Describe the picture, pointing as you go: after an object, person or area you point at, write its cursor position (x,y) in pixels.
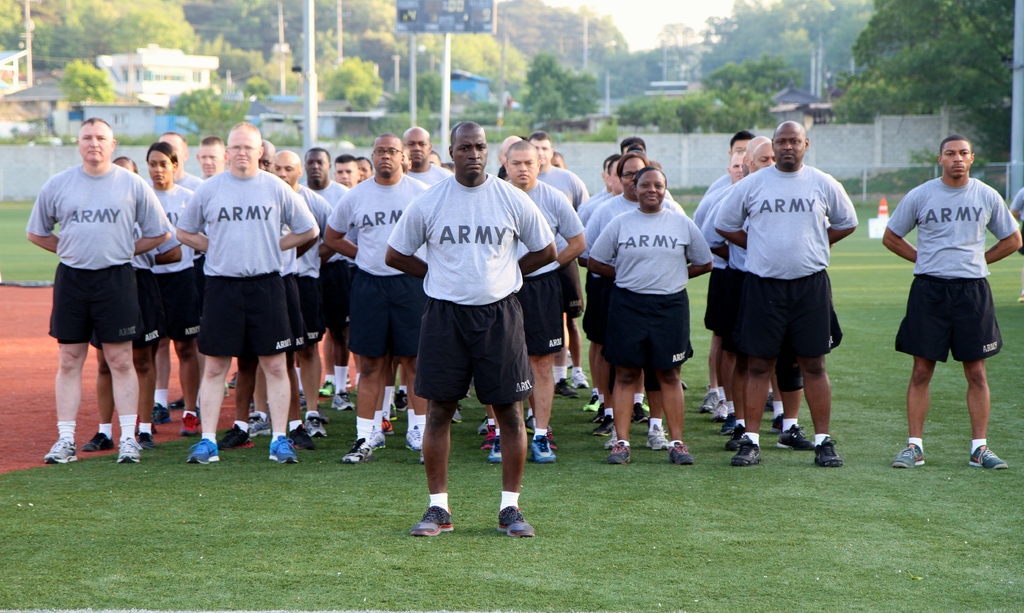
In this image we can see many people (446,277). There are few buildings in the image. We can see the sky (648,31) in the image. There are many poles (502,100) in the image. There is an advertising board (434,23) in the image. There is a grassy land (873,212) in the image. There is a fence (863,186) in the image. There are many trees (184,101) in the image.
